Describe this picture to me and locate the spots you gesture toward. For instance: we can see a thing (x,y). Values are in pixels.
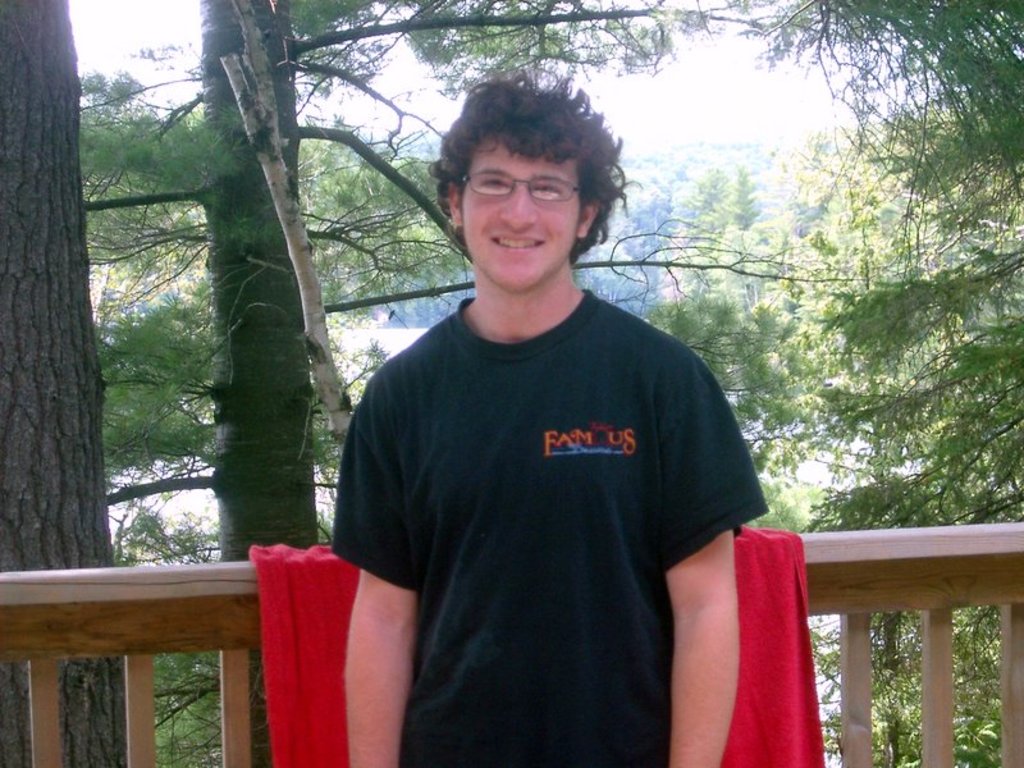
In this image I can see a man (525,532) standing, wearing a black t shirt (542,613). There is a wooden fence (941,649) behind him and there is a red cloth (262,602) on the fence (864,633). There are trees (439,219) at the back (645,219) and there is sky (678,124) at the top (677,120).
